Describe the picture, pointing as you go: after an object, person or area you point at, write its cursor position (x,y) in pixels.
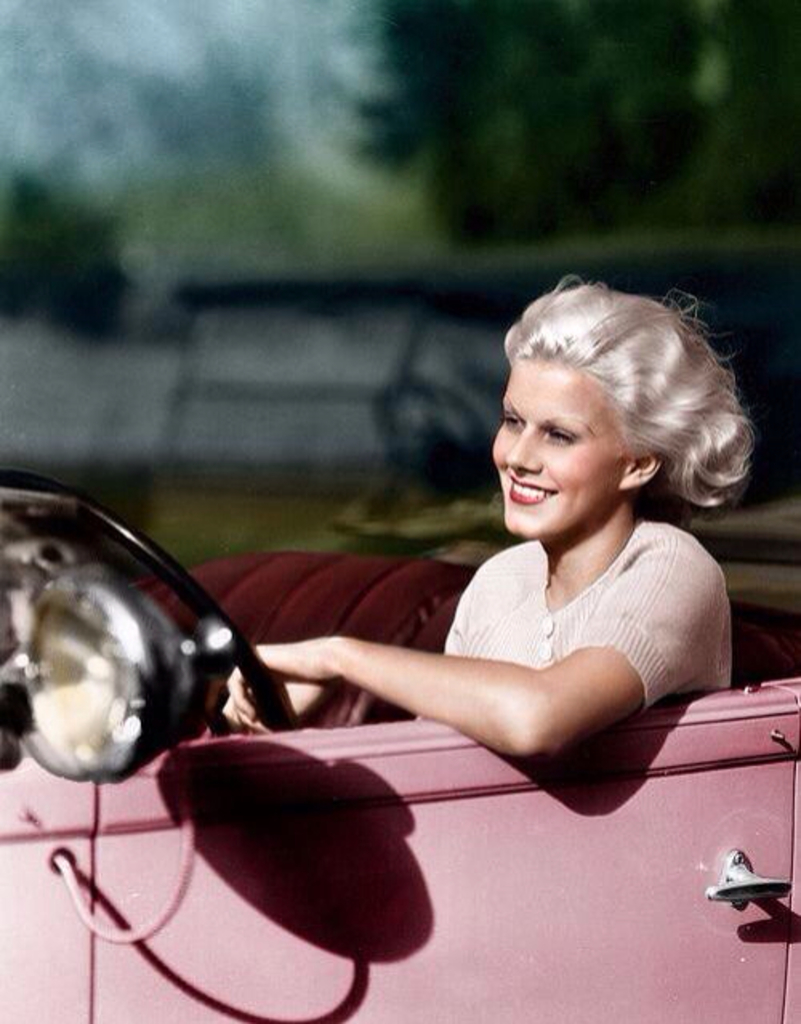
Here we see woman (559,539) seated in the car (767,831) with a smile on her face (525,511).
